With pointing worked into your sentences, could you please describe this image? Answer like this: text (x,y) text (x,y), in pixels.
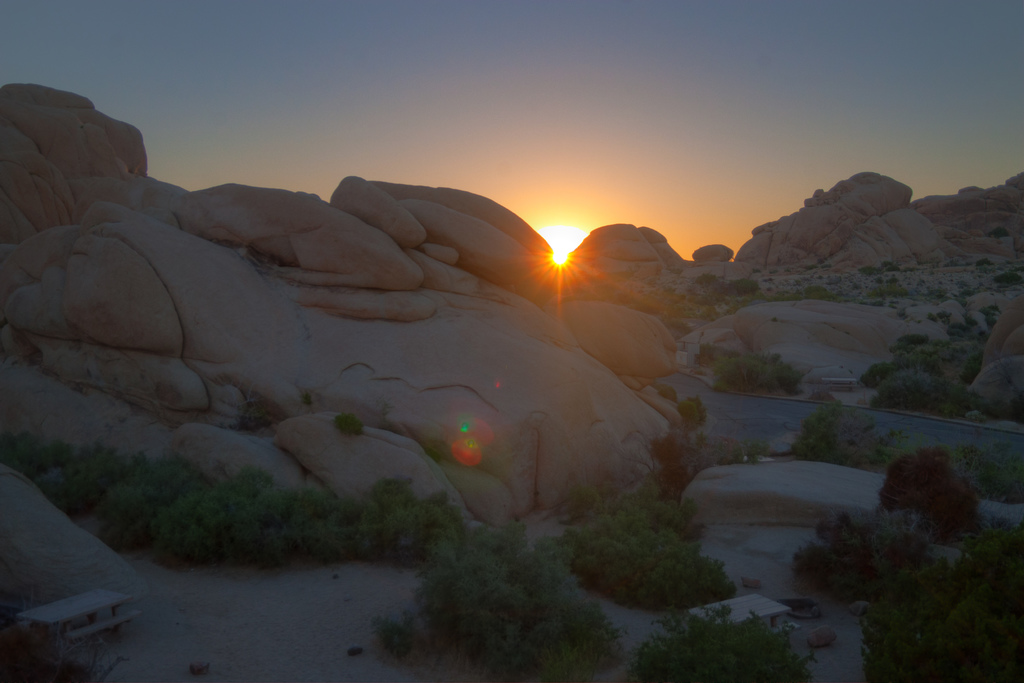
This is the picture of a hill (552,338). In this image there is a hill (615,346), in the foreground (468,579) there are plants (458,595) and benches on the hill (1007,321). At the top (561,39) there is sky (558,109) and there is a sun (573,238).
